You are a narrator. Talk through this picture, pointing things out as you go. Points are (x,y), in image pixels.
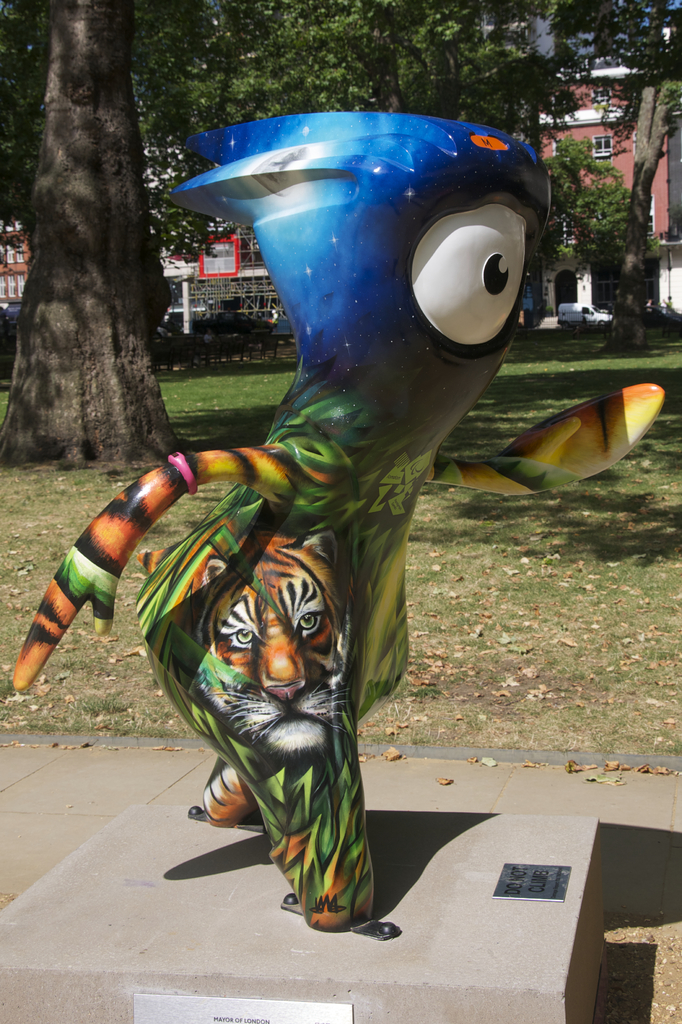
In this image there is a statue (109,523) on an object (161,841), and in the background (437,517) there is grass (576,383), trees (462,28), building (560,260).
